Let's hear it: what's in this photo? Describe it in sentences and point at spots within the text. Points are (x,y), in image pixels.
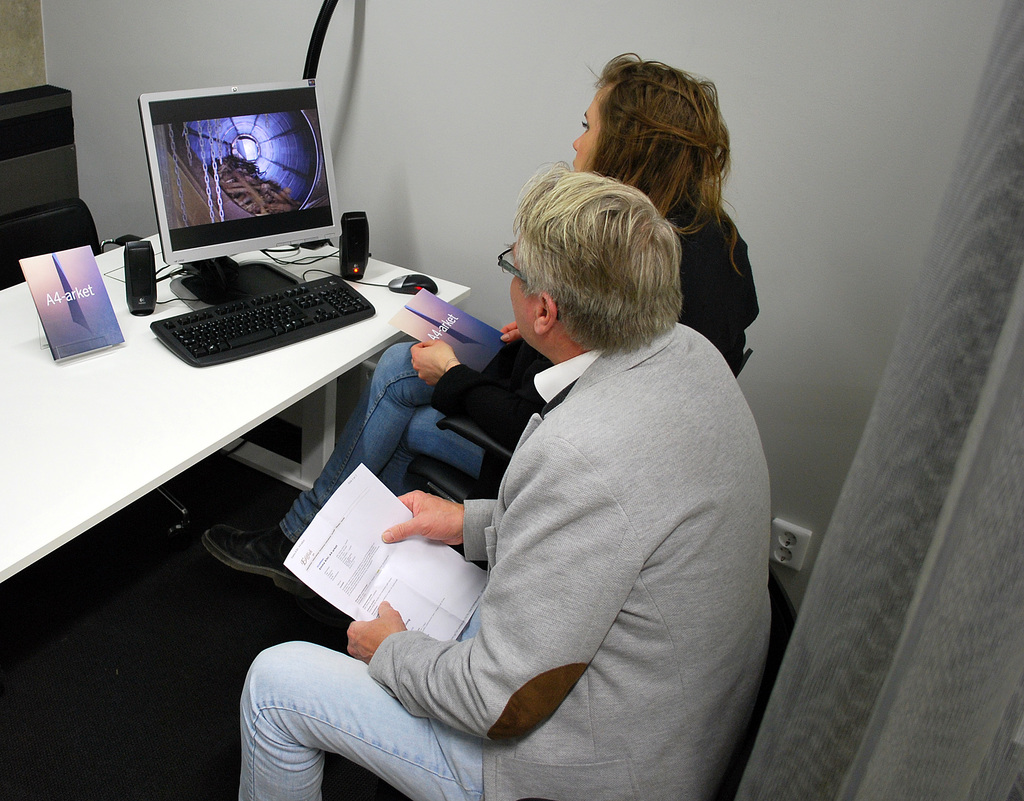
This is the picture of two people (716,112) sitting on chairs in front of a table (305,260) on which there is a system (198,297), speakers (149,256), keyboard (290,328) and a poster (55,291) and among them there's a guy (557,275) holding the paper (417,569) and a girl (717,273) in black jacket (722,292).
